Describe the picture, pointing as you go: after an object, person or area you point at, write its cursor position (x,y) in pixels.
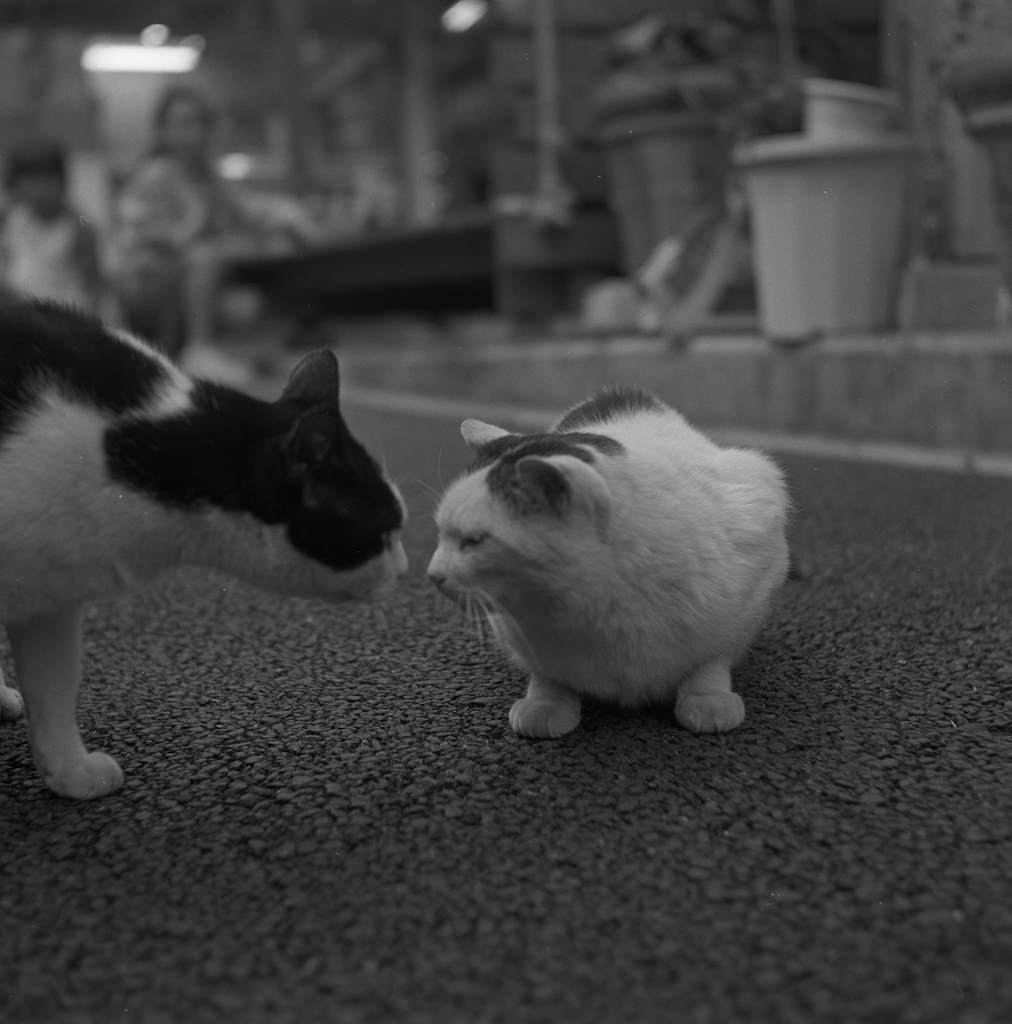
It is a black and white image and in the picture there are two cats (359,493) facing each other and the background of the cats (620,520) is blur.
